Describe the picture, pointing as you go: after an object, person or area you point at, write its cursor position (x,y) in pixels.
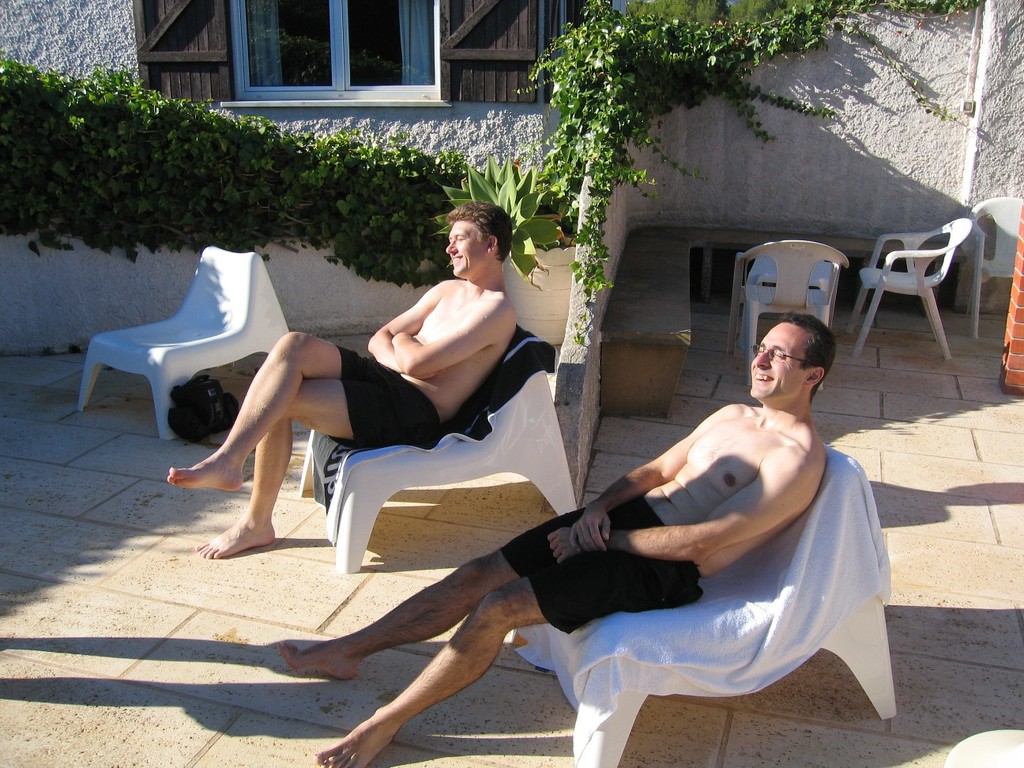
Here we can see two people (617,544) are sitting on the chair (555,427) and smiling, and at side here are the climbers (260,227), and here are the chairs (921,265), and here is the wall (892,93), and here is the window (313,69).
